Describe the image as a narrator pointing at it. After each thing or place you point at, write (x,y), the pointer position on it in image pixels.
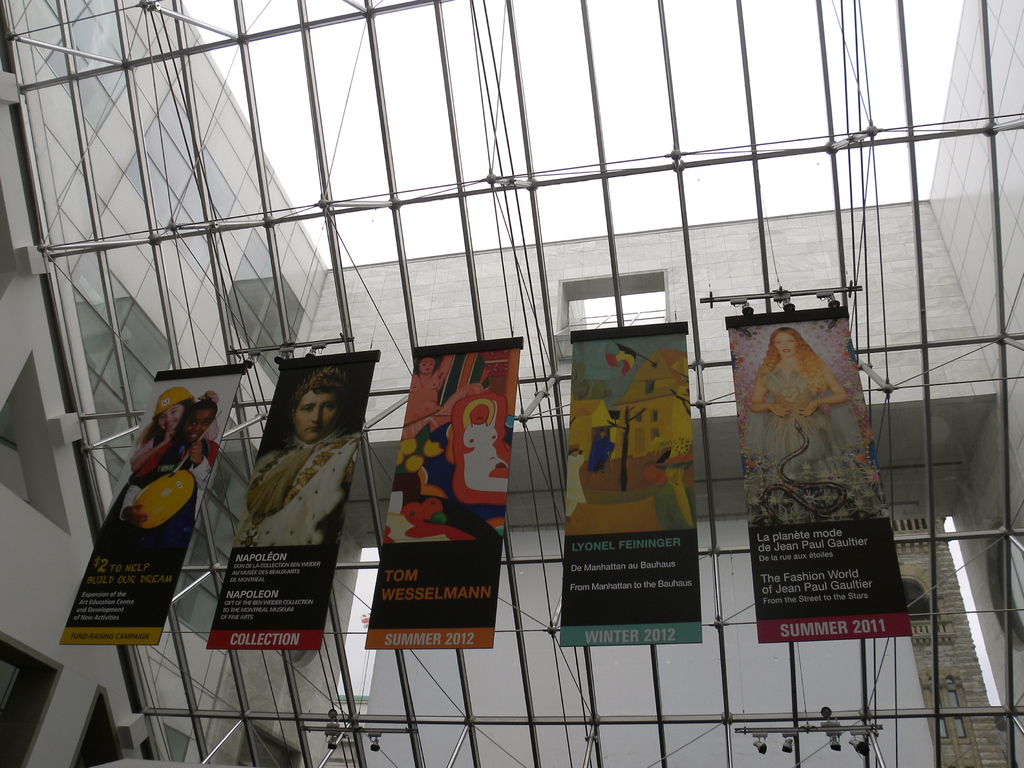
In the image we can see five banners (297,494) and text (412,600) on them, on it we can even see the pictures of people (770,438). Here we can see the internal structure of the building (38,445) and the sky (637,143).
